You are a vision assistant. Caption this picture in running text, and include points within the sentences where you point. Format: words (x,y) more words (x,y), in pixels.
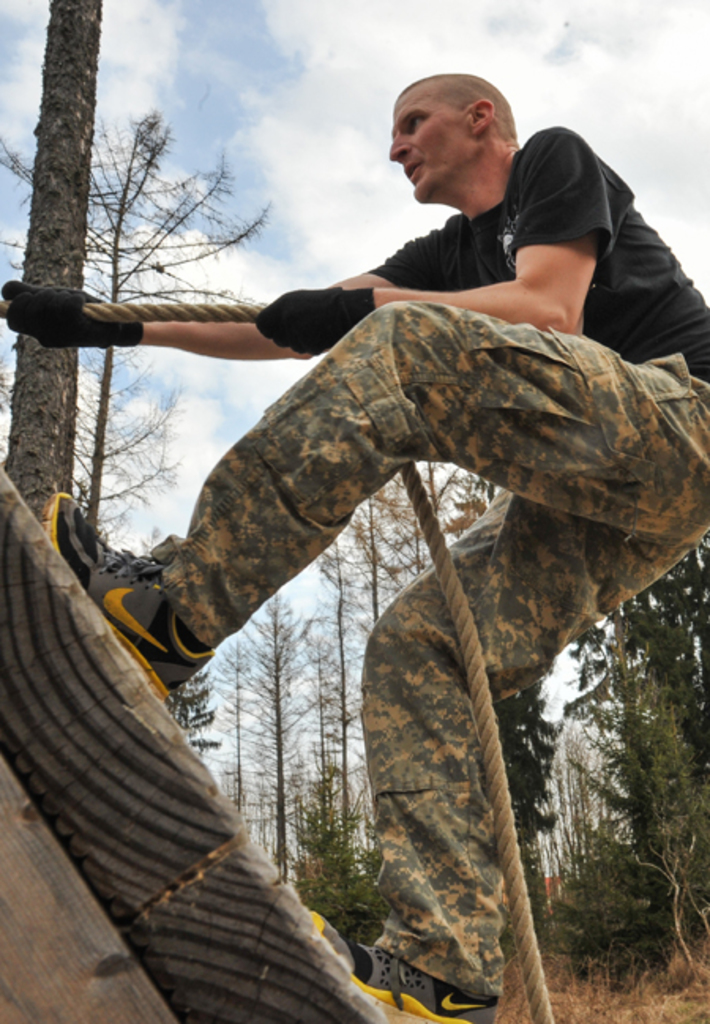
There is a man (311,303) holding a rope (236,305) and climbing and wore gloves (344,309). In the background (278,59) we can see trees (115,258), grass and sky (274,187).
